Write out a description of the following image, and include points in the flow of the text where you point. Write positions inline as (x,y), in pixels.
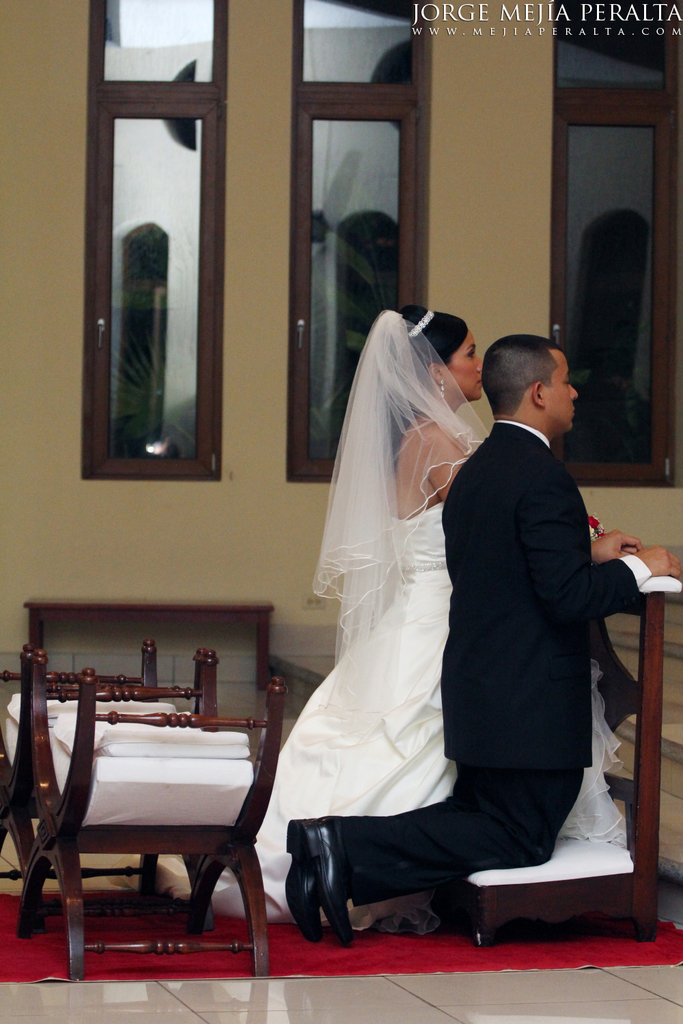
In this picture there is a man (510,631) wearing a black suit (509,603) and woman (437,594) wearing a white gown (405,631) and veil (396,399) on her head (423,341) is kneeling down on the bench (521,889). There is table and a red carpet (146,959). There are windows (356,260) on the wall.
